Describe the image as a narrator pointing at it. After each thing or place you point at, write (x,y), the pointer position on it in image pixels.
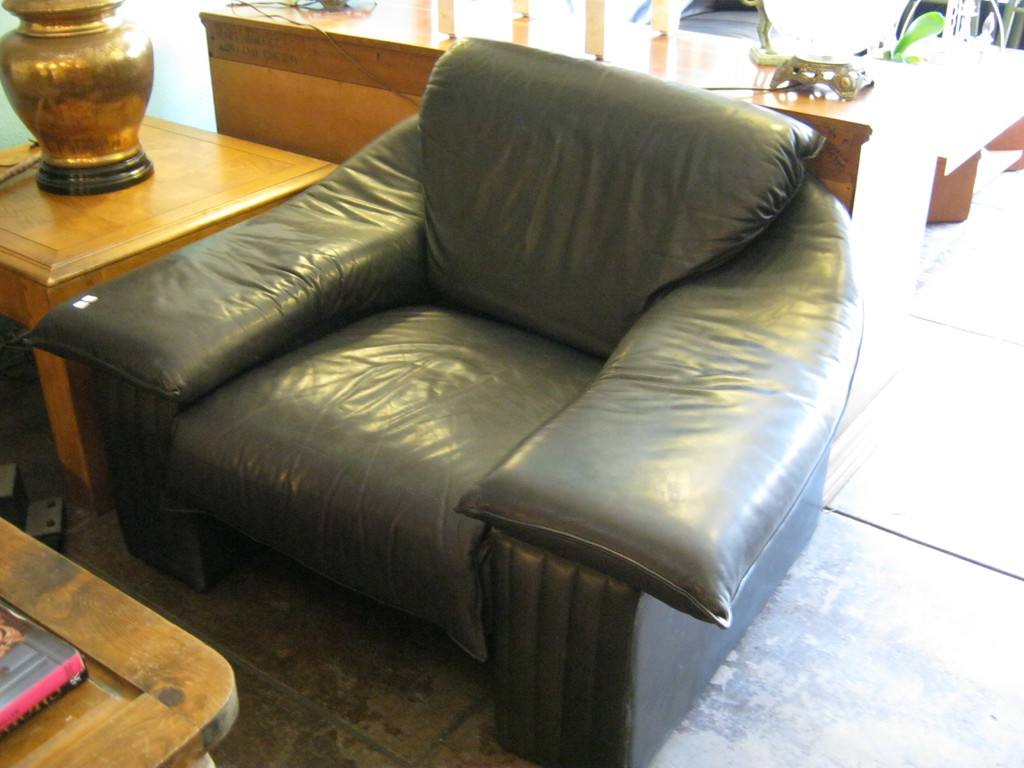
In this picture we can see a sofa (416,284). This is table (240,142) and this is floor (899,562).
